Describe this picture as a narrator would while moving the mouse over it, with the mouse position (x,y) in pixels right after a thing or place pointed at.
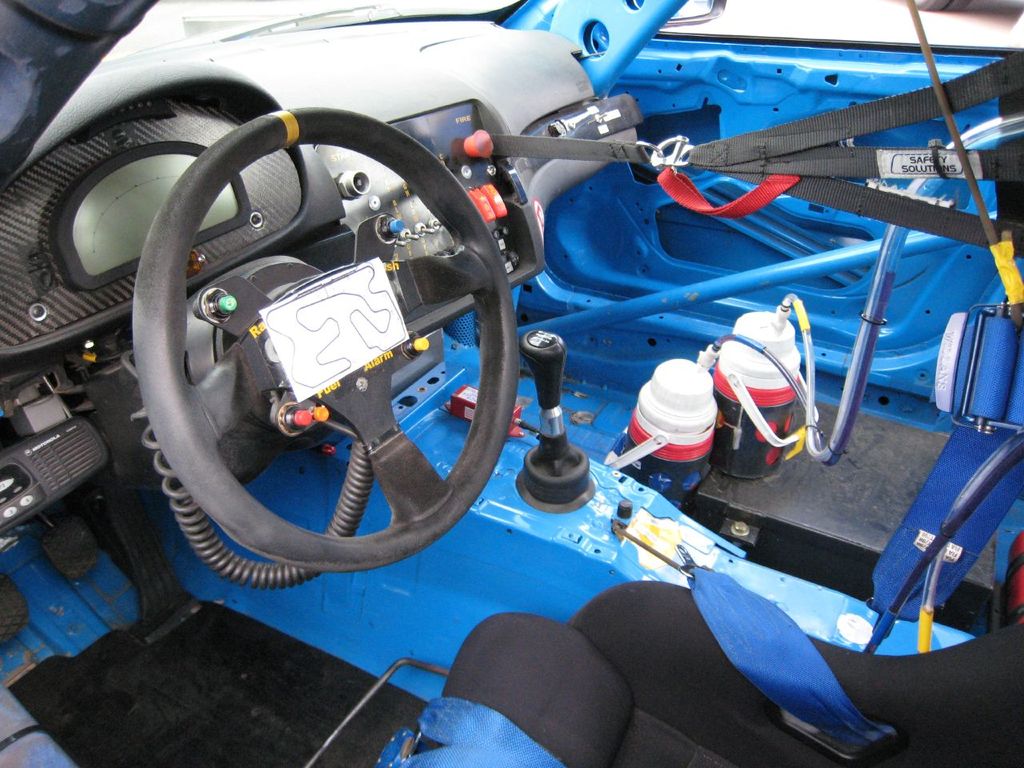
In this image there is an interior view of the vehicle (578,314), there are objects (688,388) inside the vehicle (583,379), the vehicle (628,333) is truncated.
